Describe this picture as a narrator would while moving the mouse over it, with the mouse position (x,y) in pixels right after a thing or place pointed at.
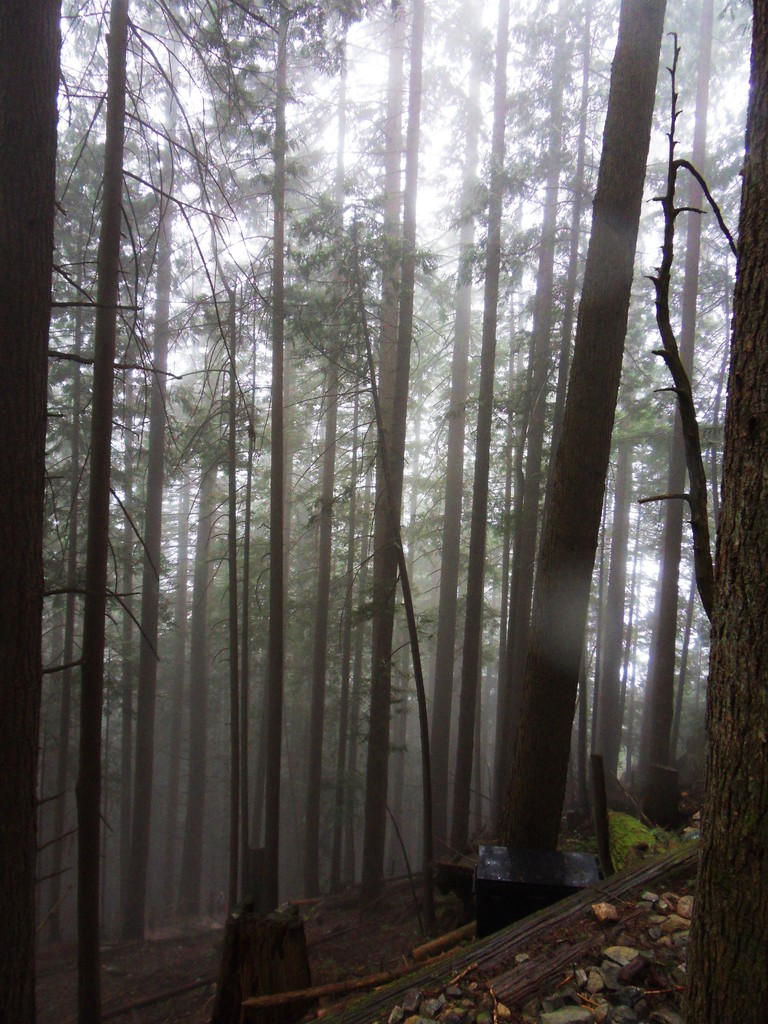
In this image there are rocks (665,905) on the bottom (676,914). At the background (550,677) there are trees (325,414).
